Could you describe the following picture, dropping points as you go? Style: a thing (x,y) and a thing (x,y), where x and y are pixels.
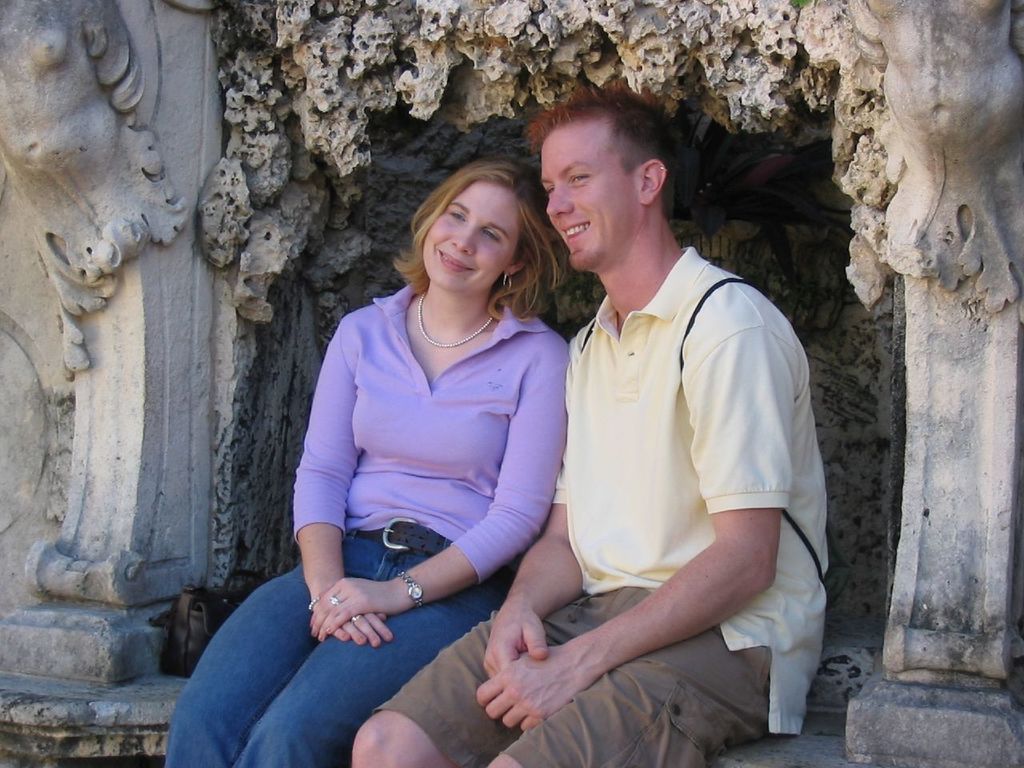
In the image we can see a man (596,401) and a woman (540,430) sitting, they are wearing clothes (583,461). The woman (475,370) is wearing a neck chain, earring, wrist watch (418,587) and finger ring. This is a wall design (191,418).
